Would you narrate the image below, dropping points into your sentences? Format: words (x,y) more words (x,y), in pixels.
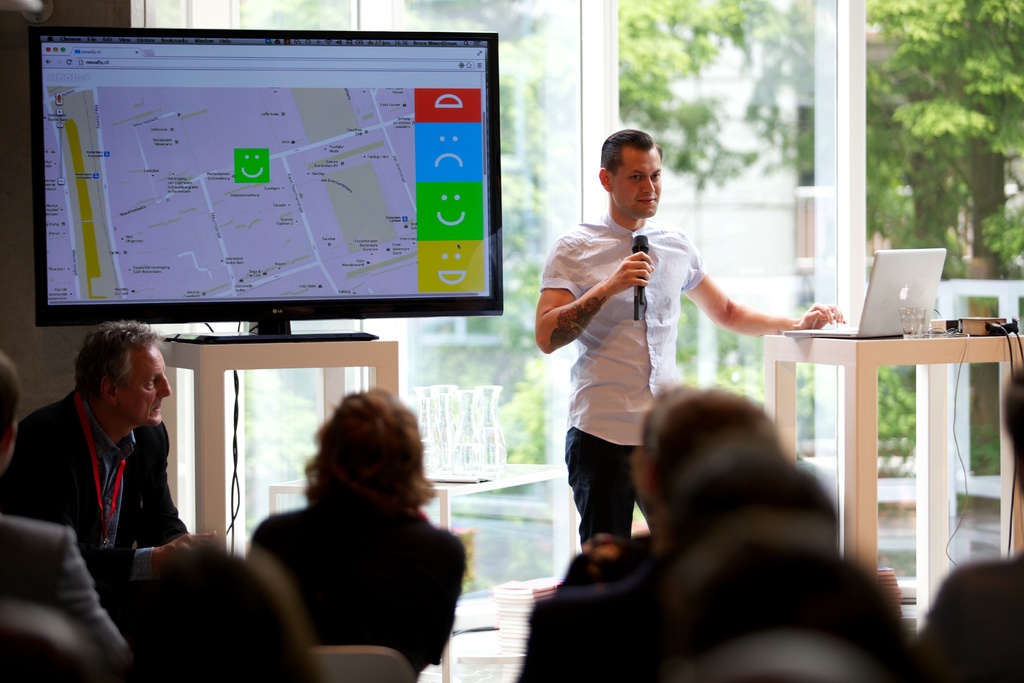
In this picture there are people (861,665) sitting on chair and there is a man (628,296) standing and holding a microphone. We can see laptop (878,321), glass (913,324), device (952,325) and television (266,282) on tables (282,362). In the background of the image (545,194) we can see glass (947,83), through glass (720,83) we can see trees (702,138), objects (438,407) on the table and plants (697,350).
